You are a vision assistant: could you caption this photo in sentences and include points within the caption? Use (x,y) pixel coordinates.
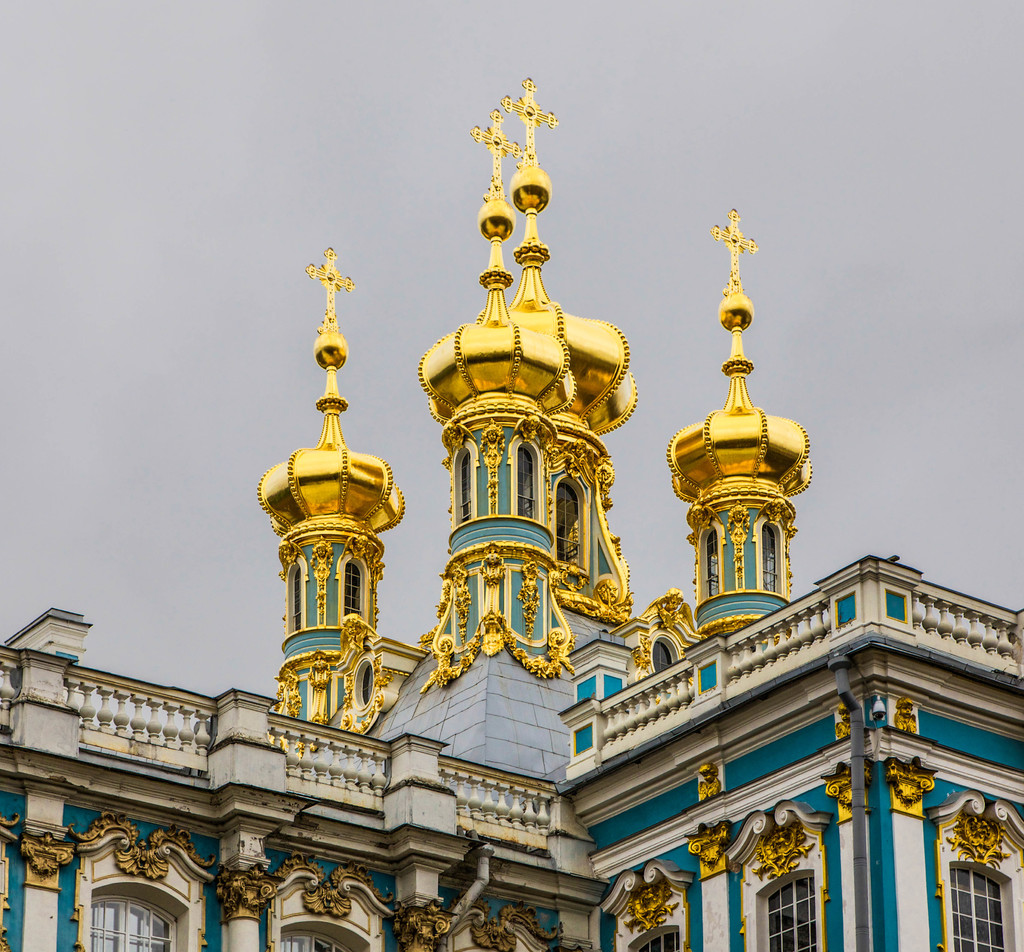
In this image, we can see a building (708,766) and there are some pillars (42,869) and there are some golden color domes (494,370) and there are some Jesus signs (494,180) on the pillars (489,298), in the background (483,308) there is a sky (271,52) which is cloudy.
